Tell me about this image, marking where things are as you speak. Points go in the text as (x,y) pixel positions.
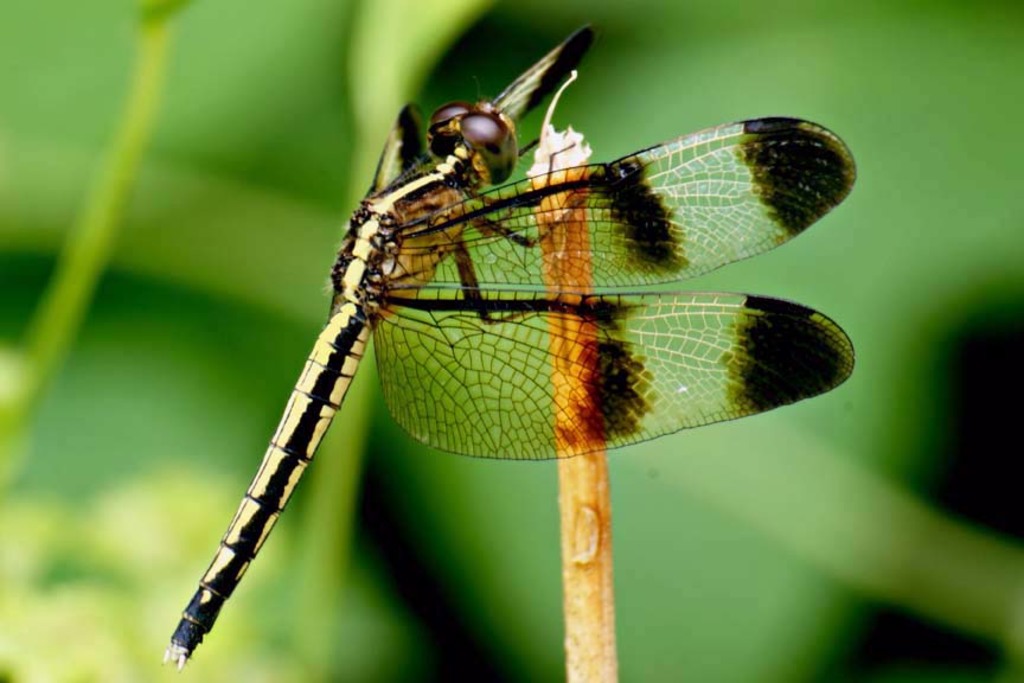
In this image, in the middle (479,381), we can see a dragonfly (448,179) which is on the stem (584,368). In the background (803,638), we can see green color.
